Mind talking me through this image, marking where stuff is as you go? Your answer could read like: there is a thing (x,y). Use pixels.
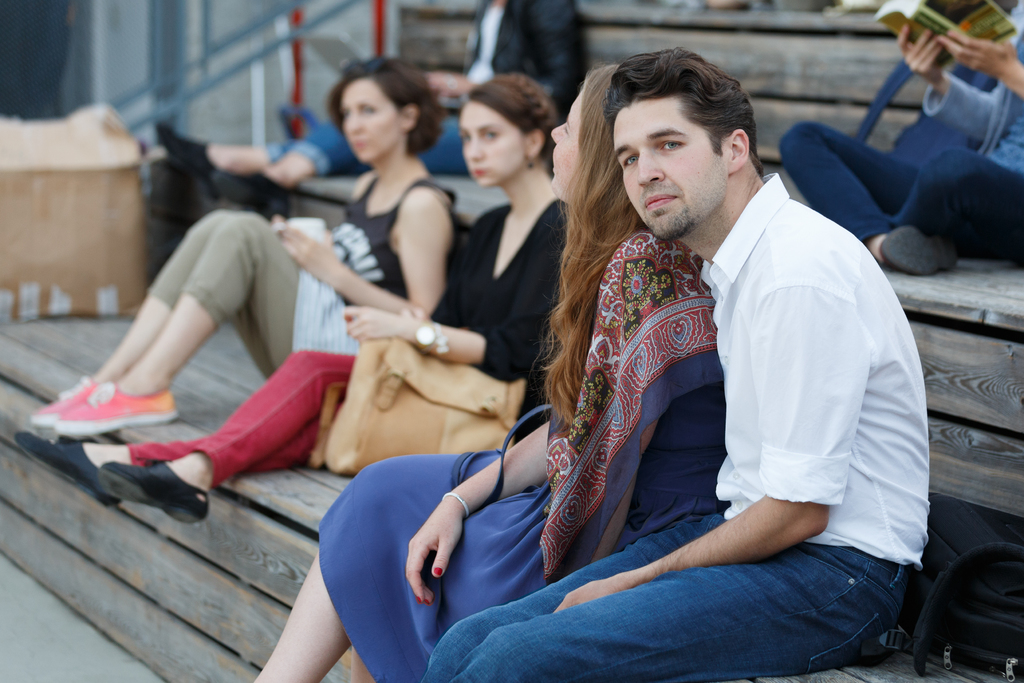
There are many people (566,342) sitting on a wooden thing (243,519). On the right side (1007,120) a person (940,113) is holding a book (975,28). Another lady (475,229) is holding a bag (383,397). In the background (437,95) it is blurred.
